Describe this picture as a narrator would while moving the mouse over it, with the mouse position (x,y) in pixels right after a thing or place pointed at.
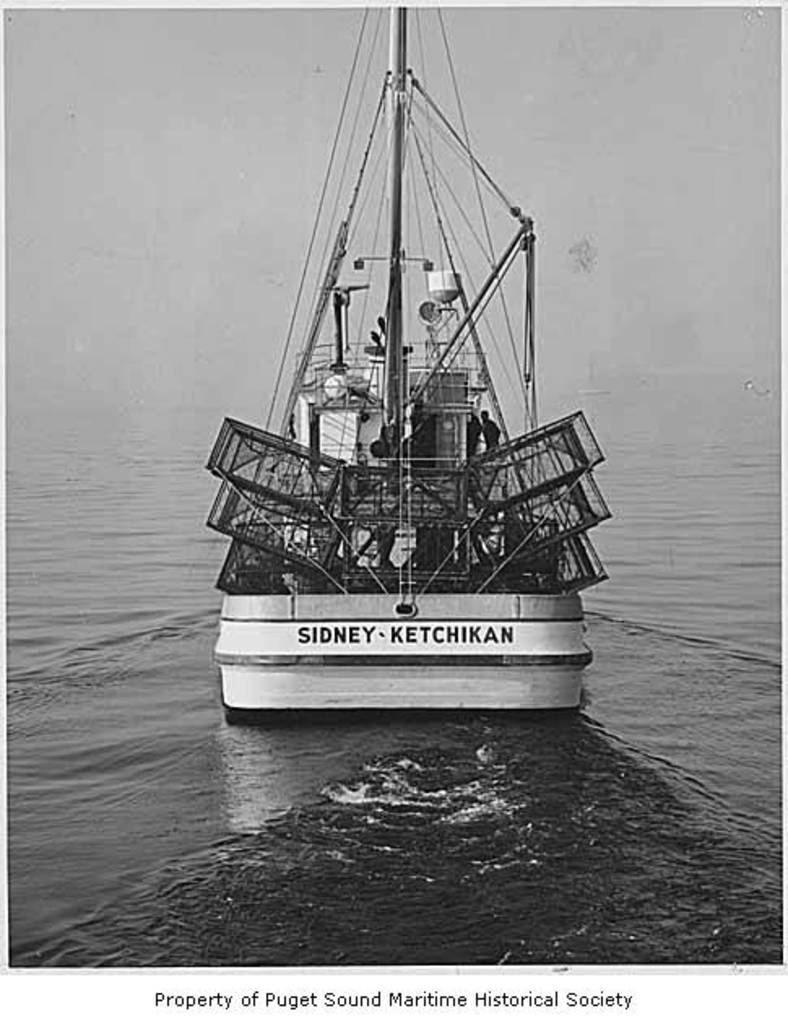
This picture is clicked outside. In the center (376,502) we can see a boat (364,667) in the water body (415,789) and we can see the text (335,638) on the boat (347,633) and we can see the metal objects (338,505), persons (475,424) and some other objects (329,534). At the bottom (183,992) we can see the text (331,1001) on the image.
